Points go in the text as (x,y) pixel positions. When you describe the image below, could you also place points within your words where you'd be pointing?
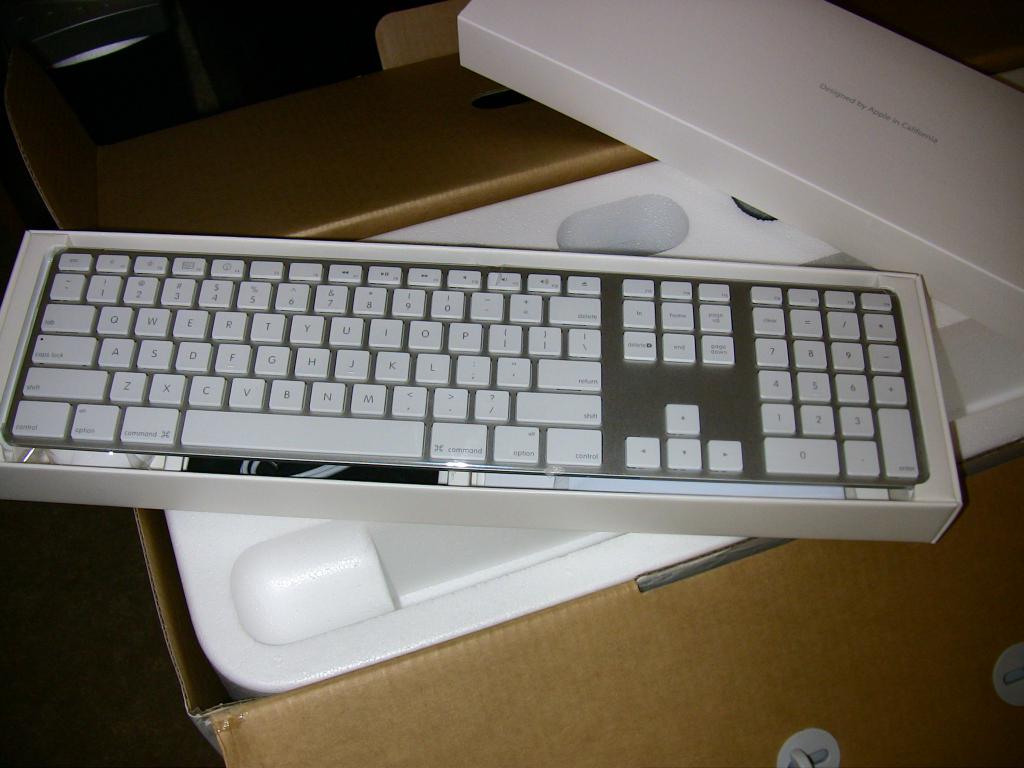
In this picture we can see a box (22,95), on box (4,372) we can see a keyboard (736,291). On the left side (25,557), the image is dark.
